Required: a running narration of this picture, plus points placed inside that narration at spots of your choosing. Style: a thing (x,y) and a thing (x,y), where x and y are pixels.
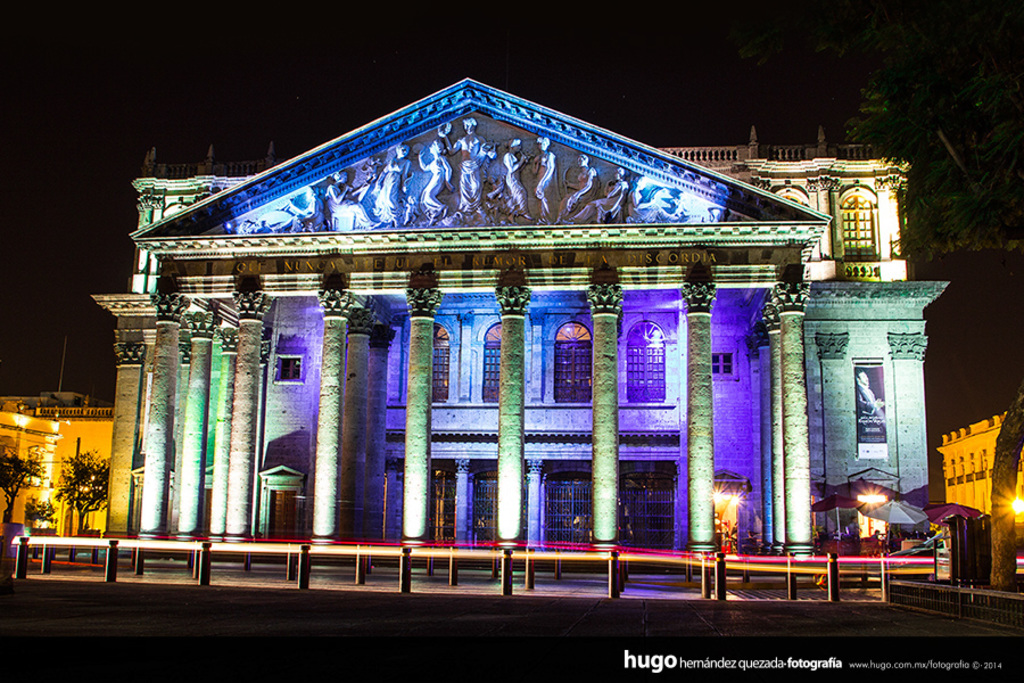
In the image we can see some buildings (550,194) and lights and fencing (44,548) and trees (987,237).
